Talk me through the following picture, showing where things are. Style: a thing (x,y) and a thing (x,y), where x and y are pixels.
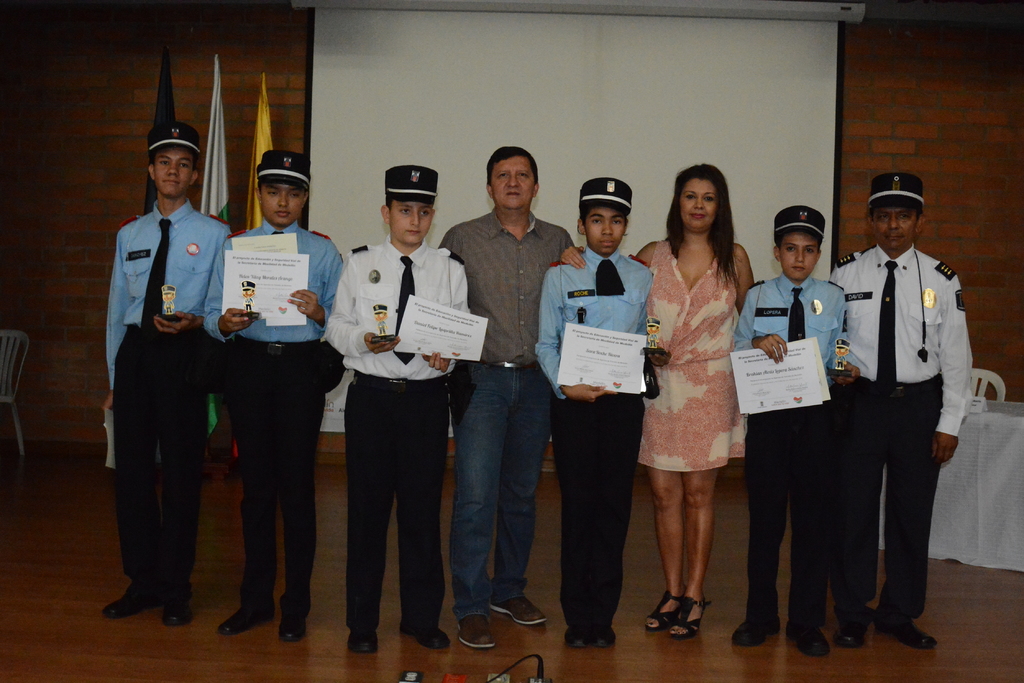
In this image in the center (390,292) there are persons (134,276) standing and holding papers (265,306) in their hands (598,399). In the background (631,110) there are flags (266,136), there is a white screen (672,109) and on the right side (1002,444) there is a table (997,431) which is covered with a white colour cloth (990,452) and there is a chair (985,375). On the left side (3,350) there is an empty chair (5,398) which is white in colour and there is a wall (94,172) which is red in colour.
